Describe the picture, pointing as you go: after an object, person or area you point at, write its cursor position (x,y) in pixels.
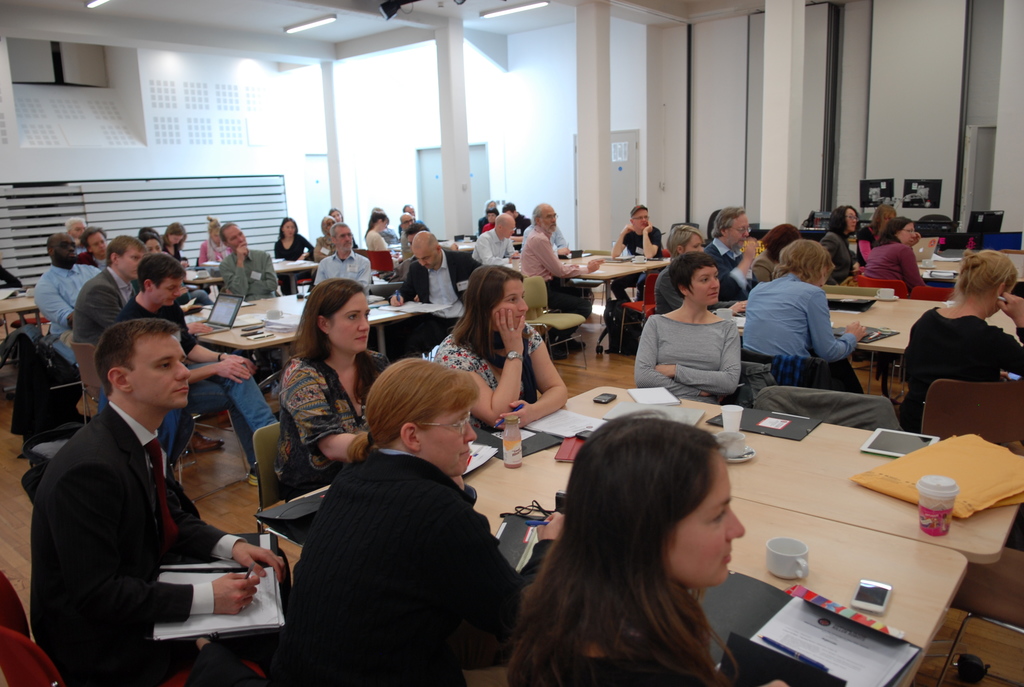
There are many persons (455,270) sitting in this room (301,288). There are tables (782,454), chairs (816,379) in this room (816,413). On the table (798,459) there are tab (880,441), laptop (230,309), books (532,443), bottles (506,439), cups (803,559), mobile (868,586), papers (851,640), pen (798,656) and, many other item (925,461). In the background (481,122) there are pillars (593,133), walls (205,128) and window (25,65).
